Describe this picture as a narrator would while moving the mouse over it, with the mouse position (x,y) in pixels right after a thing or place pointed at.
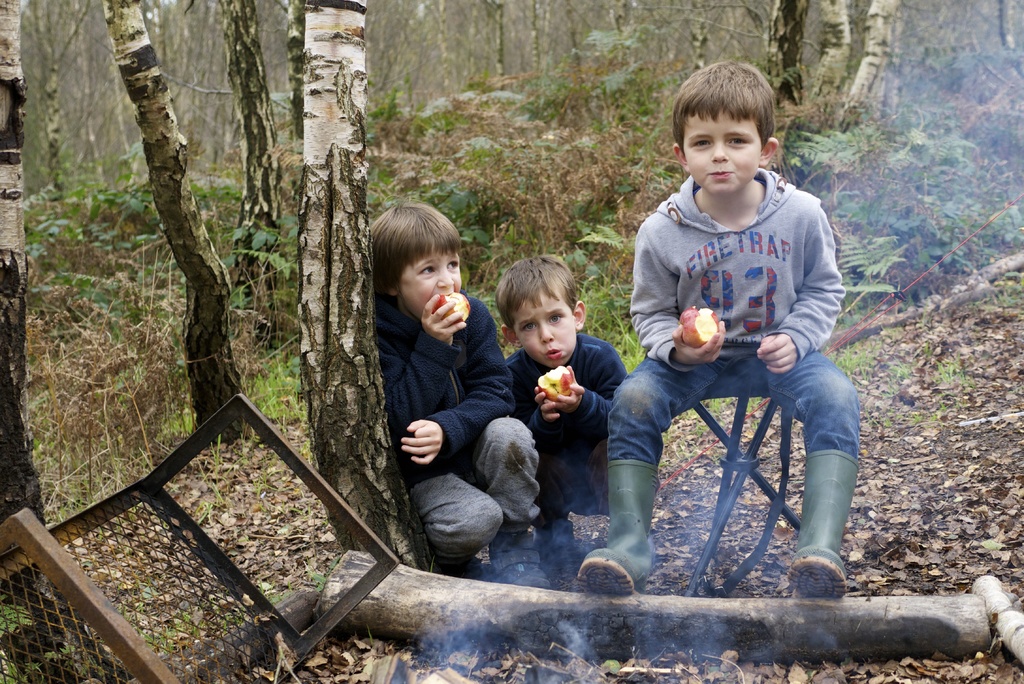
In this image there are three boys (519,426). They are holding apples (695,327) in their hands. The boy (693,383) to the right (724,396) is sitting on a stool (737,419). He is wearing boots (646,486). Beside him there are two boys (515,414) in a squat position. Behind him there are trees (741,45), plants (468,118) and dried leaves (259,458) on the ground (909,420). There is smoke (555,566) in the image.
